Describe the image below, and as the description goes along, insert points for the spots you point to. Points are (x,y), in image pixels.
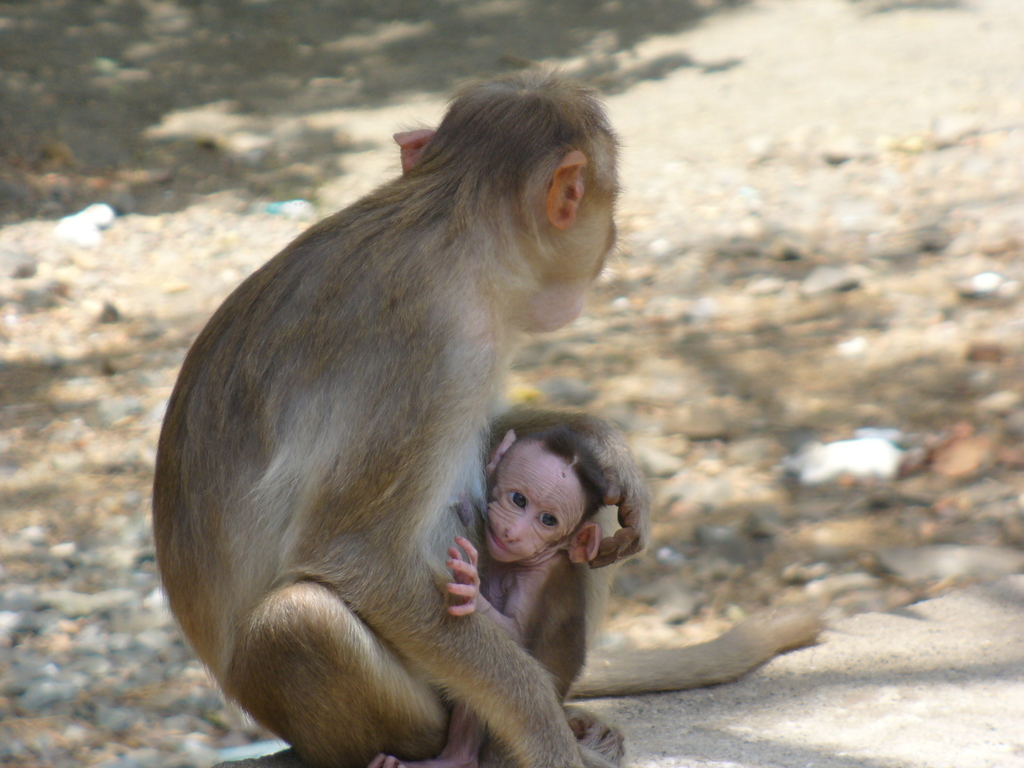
In this image we can see a monkey (350,547) and an infant monkey (517,545). In the background (821,308), we can see the land (823,292).
